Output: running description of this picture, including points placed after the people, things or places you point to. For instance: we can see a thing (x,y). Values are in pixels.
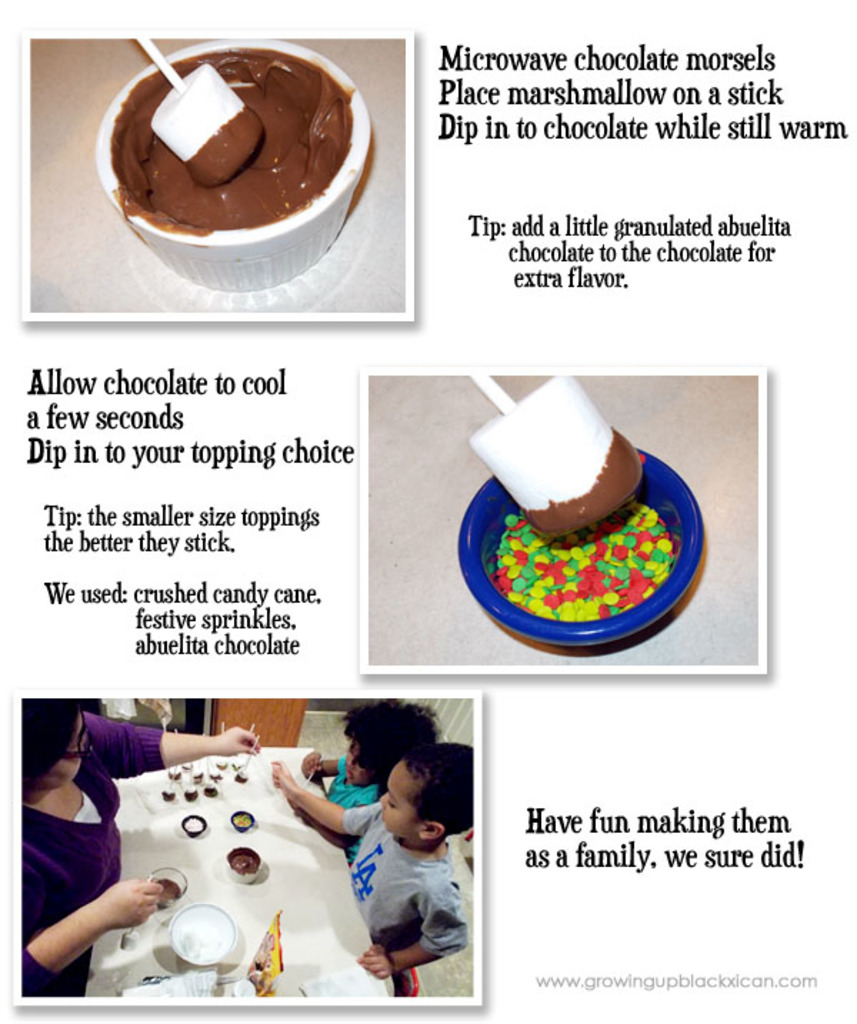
This is a poster (506,711). In this image there is a woman (66,809) standing and holding the bowl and object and there are two kids (451,830) standing and holding the objects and there is a bowl (235,876) and there are objects (162,981) on the table (145,933). There is food (508,530) in the bowls (584,632) and there is text (553,986).
